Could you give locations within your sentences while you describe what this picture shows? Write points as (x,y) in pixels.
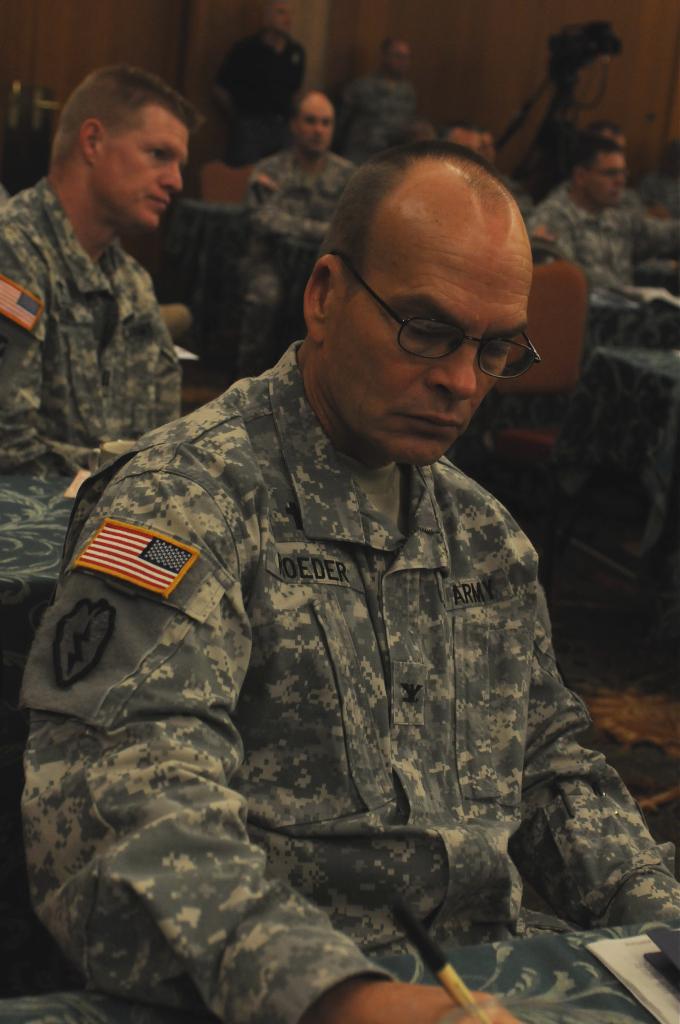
In this picture, there are men (195,504) sitting on the chairs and they are wearing uniforms (274,476). The man (315,531) in the center (254,535) is holding a pen (467,1003). On the top (244,145), there is a man (223,94) in black t shirt (278,53). Towards the top right (576,60), there is a camera (582,60).
